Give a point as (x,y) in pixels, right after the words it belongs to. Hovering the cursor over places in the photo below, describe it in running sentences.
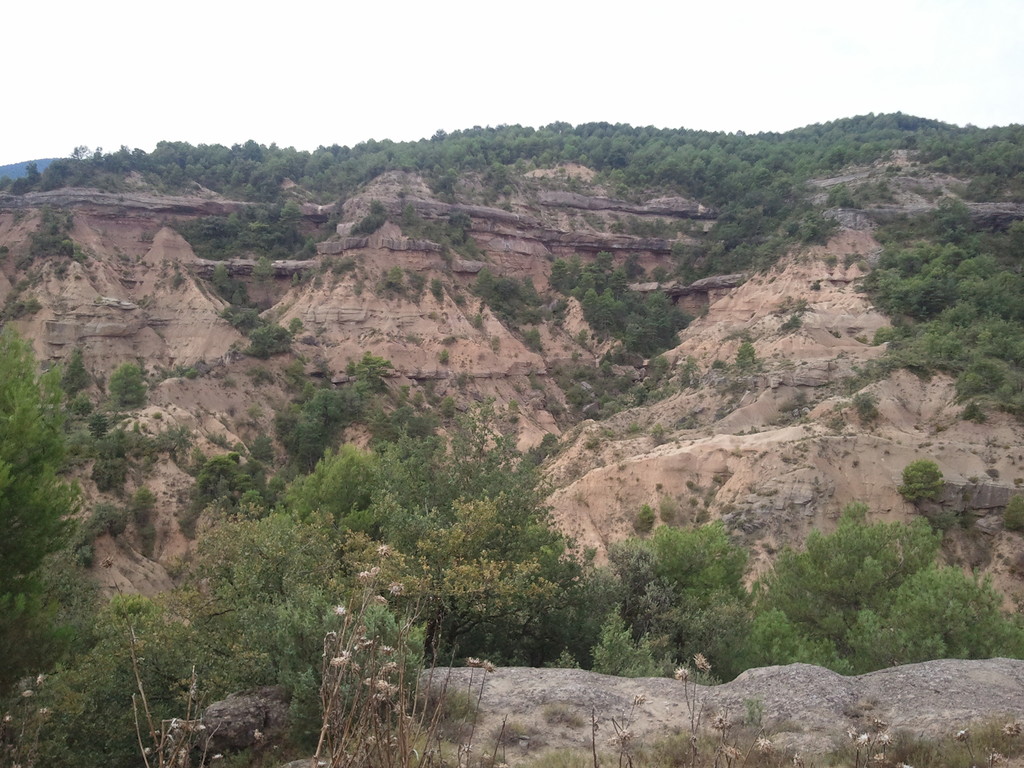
In this picture we can see hills (307,305), rocks (307,305), around we can see some trees (243,541).
